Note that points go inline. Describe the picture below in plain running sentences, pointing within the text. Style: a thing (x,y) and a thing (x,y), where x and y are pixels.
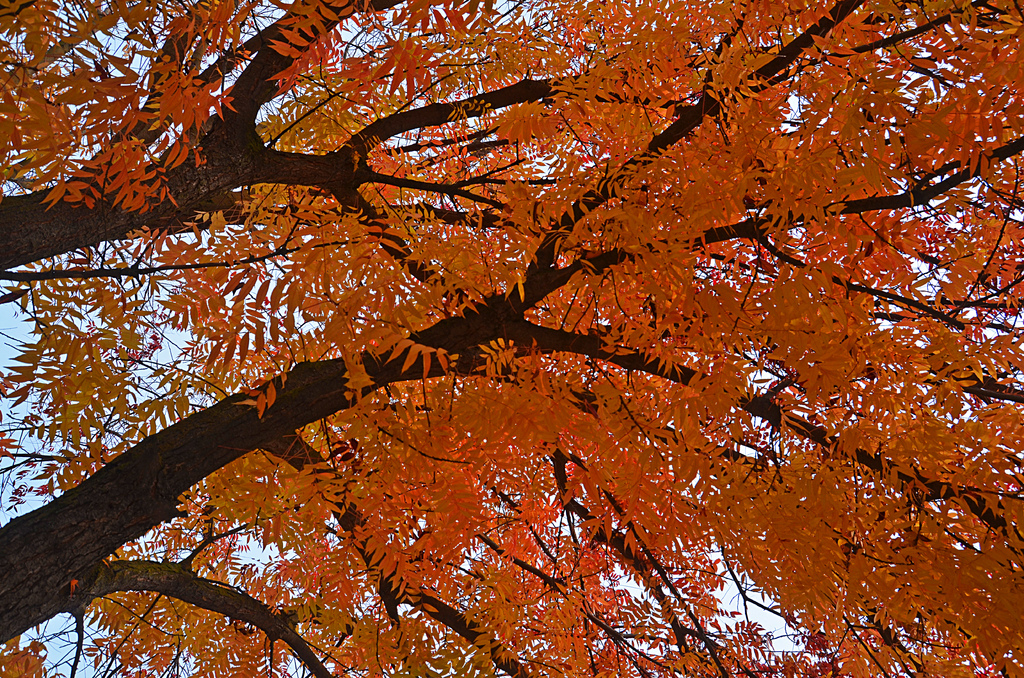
In this image there is a tree (158,271) having orange color leaves (814,493). In the background (19,301), there is sky (30,307).
